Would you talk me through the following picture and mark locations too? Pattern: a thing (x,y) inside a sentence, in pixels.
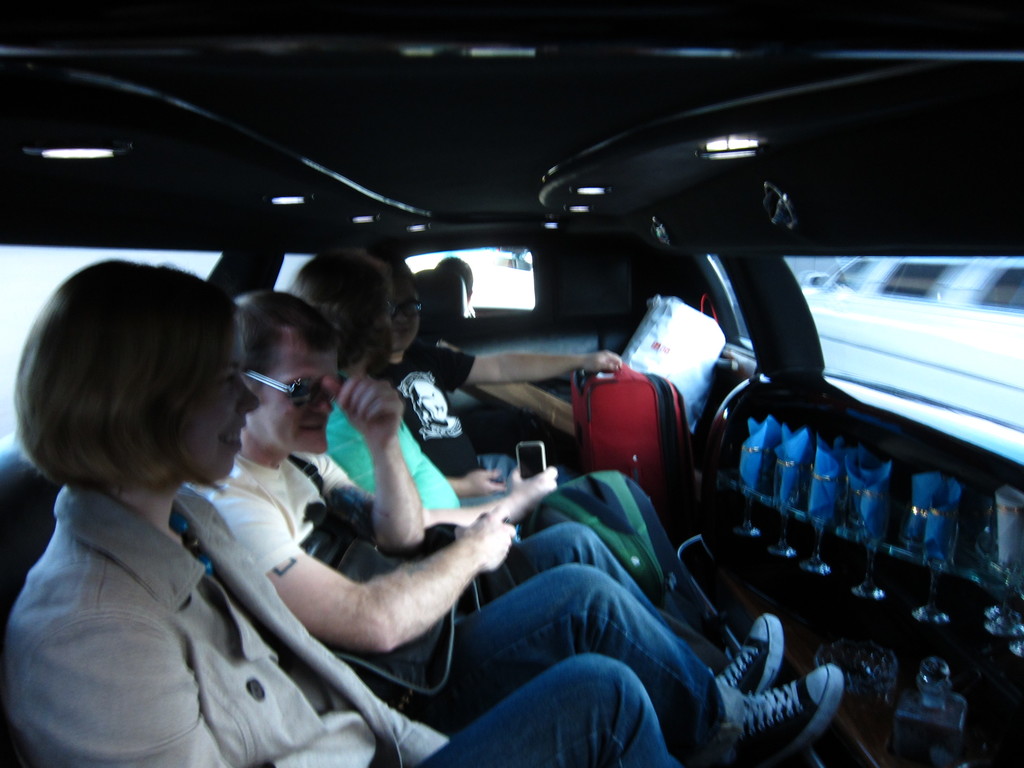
In the image in the center (492,428) we can see one vehicle (578,253). In the vehicle (36,220), we can see few people (460,508) were sitting and they were holding some objects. And they were smiling, which we can see on their faces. And we can see few other objects (680,558).
